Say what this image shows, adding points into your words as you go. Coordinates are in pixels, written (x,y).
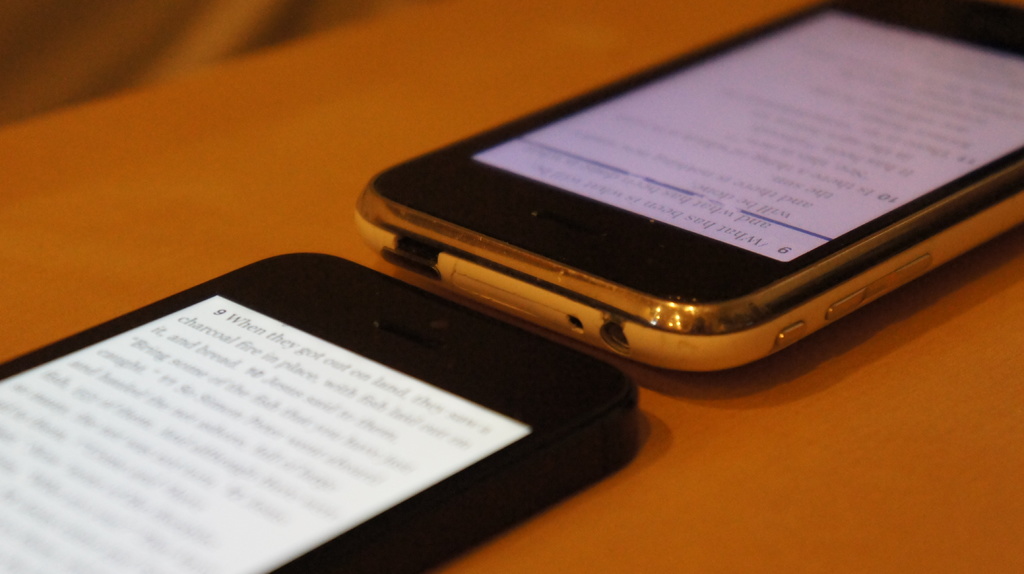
In this image we can see mobiles (529,320) placed on the table (715,409).
